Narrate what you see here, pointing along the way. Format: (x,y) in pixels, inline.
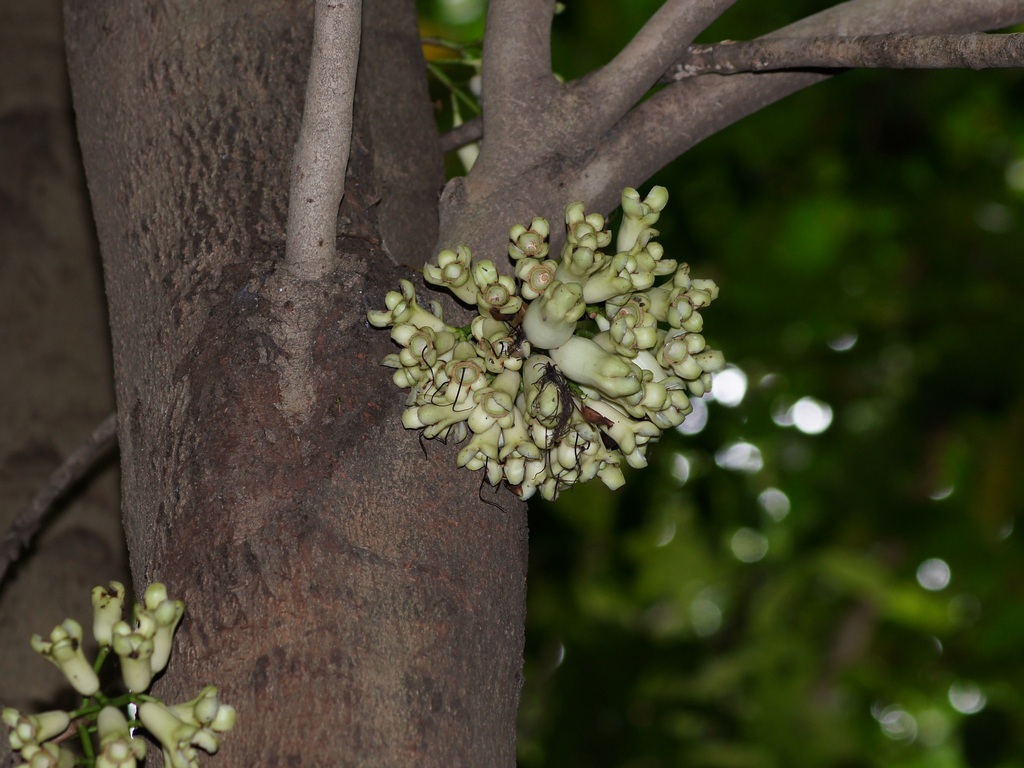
In this image there are flowers (80,711) in the bark (602,144) of a tree (602,180) in the foreground (859,64). And there are leaves (1007,178) in the background (867,350).
